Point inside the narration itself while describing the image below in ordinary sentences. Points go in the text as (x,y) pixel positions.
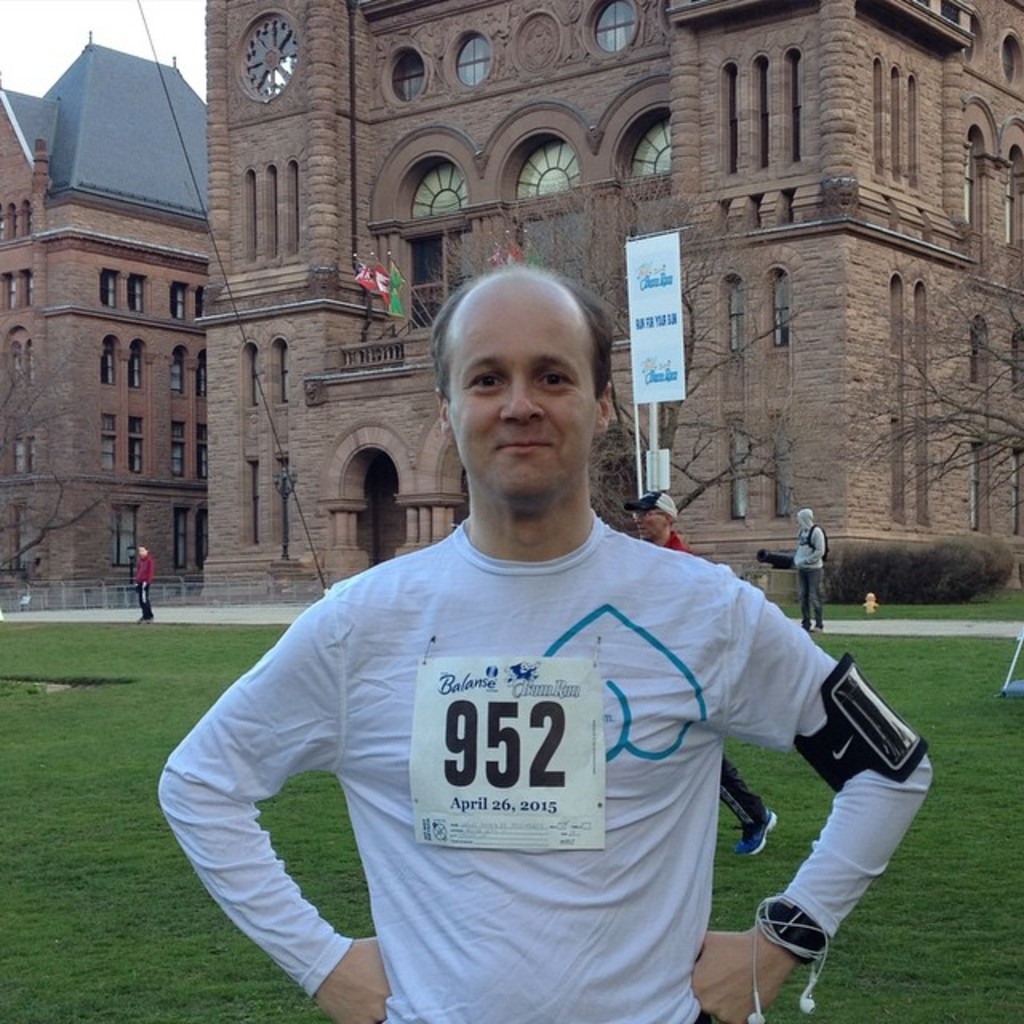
In this image I can see a person (565,964) standing wearing white color shirt (658,860). Background (114,555) I can see few persons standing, buildings (266,447) in brown color and sky (200,50) in white color.
